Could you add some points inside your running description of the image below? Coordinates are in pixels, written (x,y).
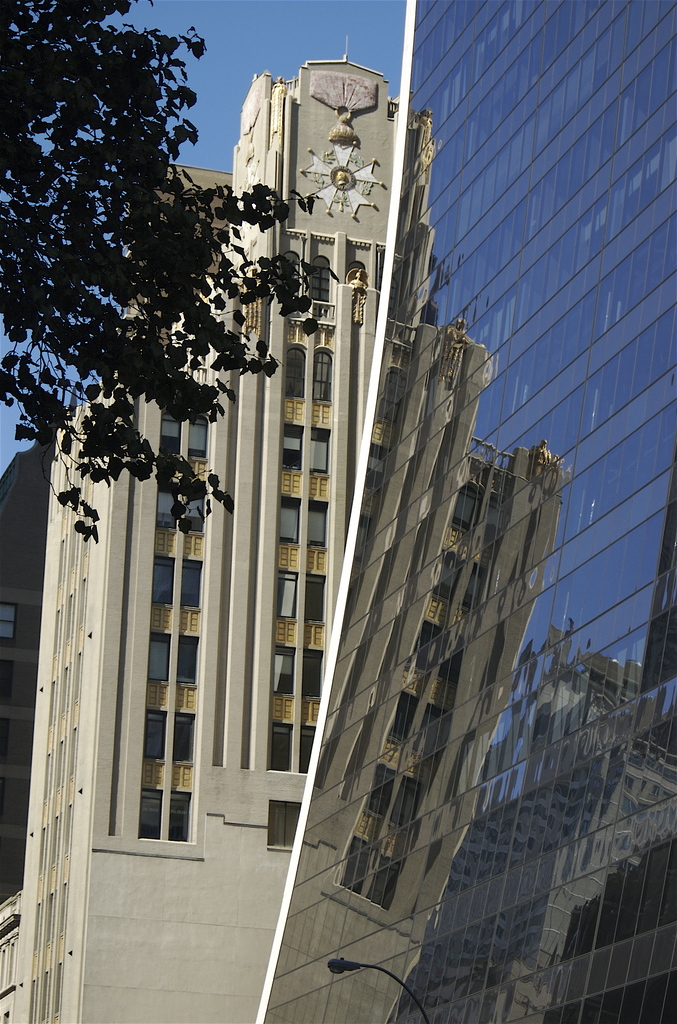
In this image I can see the buildings (490,721) and the tree (32,292). In the background (233,70) I can see the blue sky (202,86).
